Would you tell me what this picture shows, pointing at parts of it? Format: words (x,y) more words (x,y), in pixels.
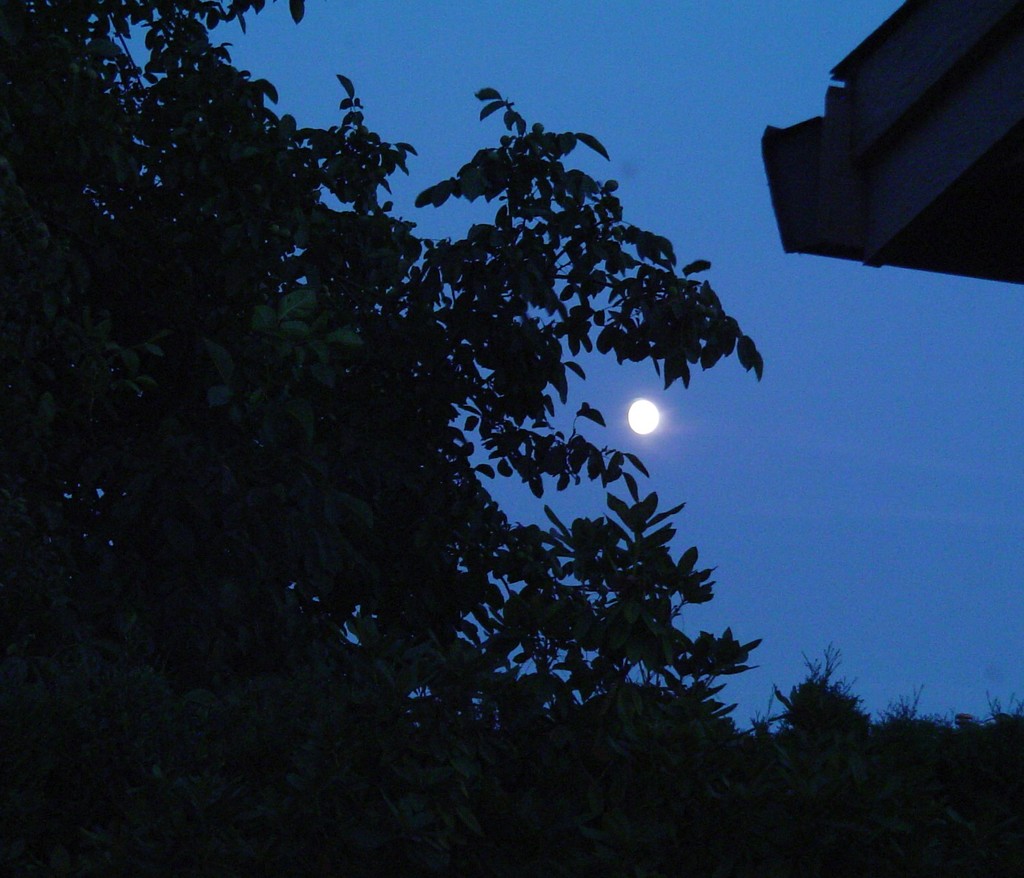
In this image I can see few trees (453,669) in green color, background (977,604) I can see the sky (771,351) in blue color and a moon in white color.
